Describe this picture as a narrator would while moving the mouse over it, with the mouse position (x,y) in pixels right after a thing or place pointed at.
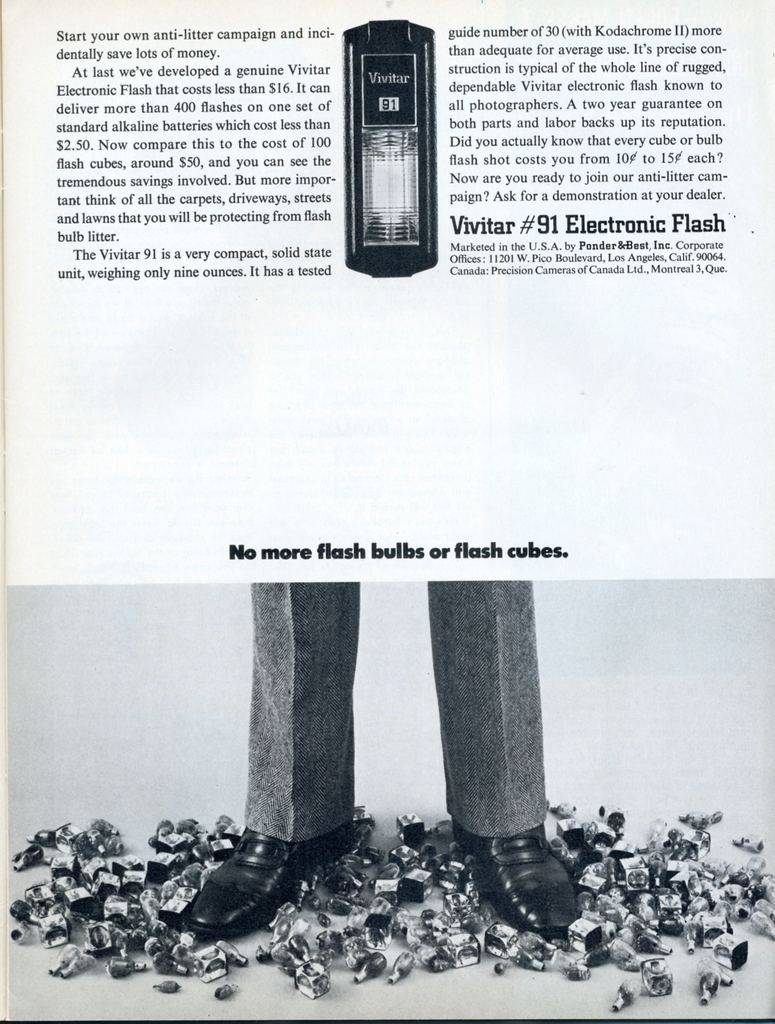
On the top of the image (684,41) we can see some text (310,275) and an image (400,226), at the bottom of the image (18,1000) there is a picture (171,697) of a person (274,784) standing on a few objects (216,975) and there is some text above it.
